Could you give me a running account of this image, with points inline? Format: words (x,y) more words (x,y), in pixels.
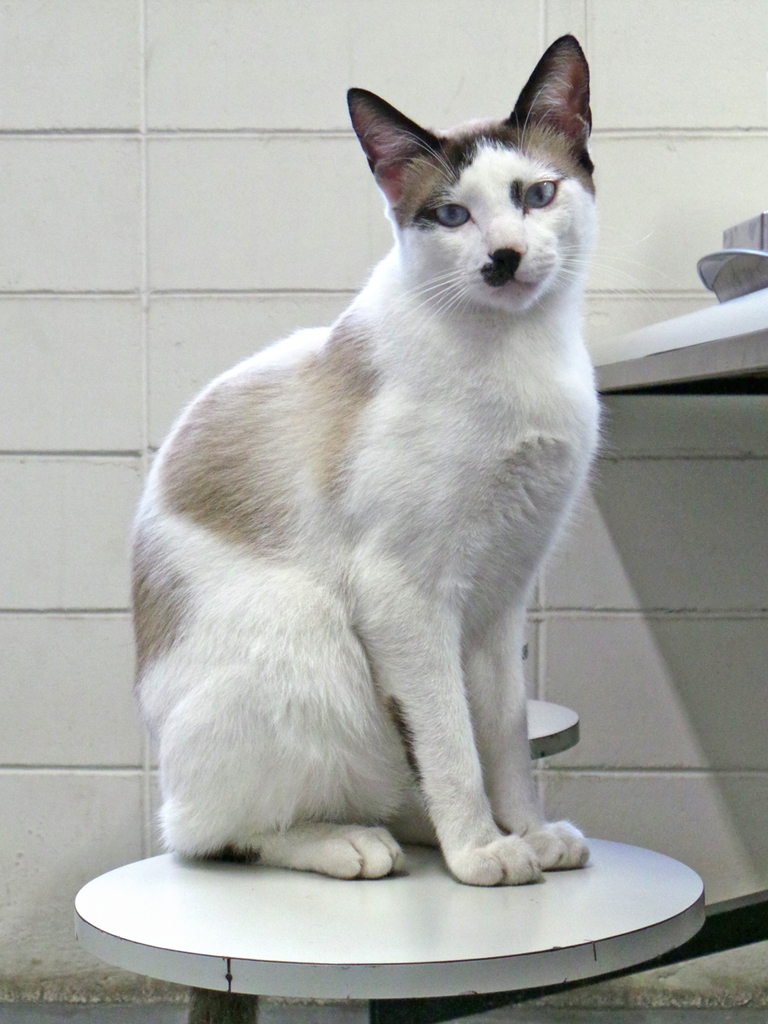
There is a white color object (527,943) attached with the rod (700,955). On that there is a cat (286,739) sitting. In the back (175,199) there is a wall (293,111). On the right side (662,334) there is a white object (671,354).
